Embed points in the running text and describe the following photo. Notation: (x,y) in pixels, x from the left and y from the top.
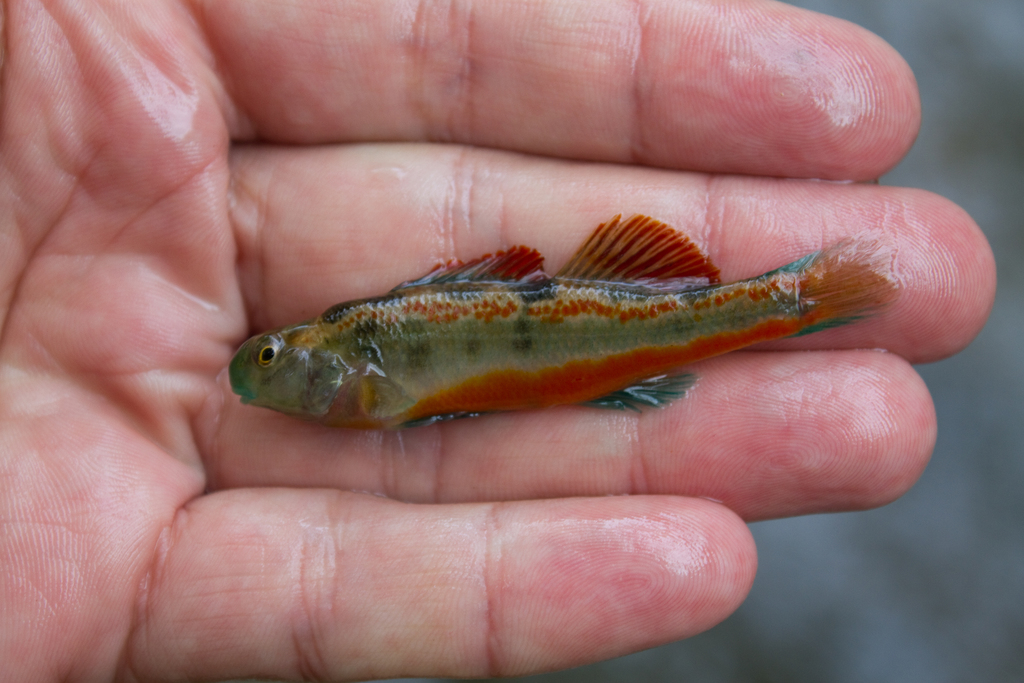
In this image I see the person's hand (635,116) and I see a fish (485,319) on the hand (717,128) which is colorful.
